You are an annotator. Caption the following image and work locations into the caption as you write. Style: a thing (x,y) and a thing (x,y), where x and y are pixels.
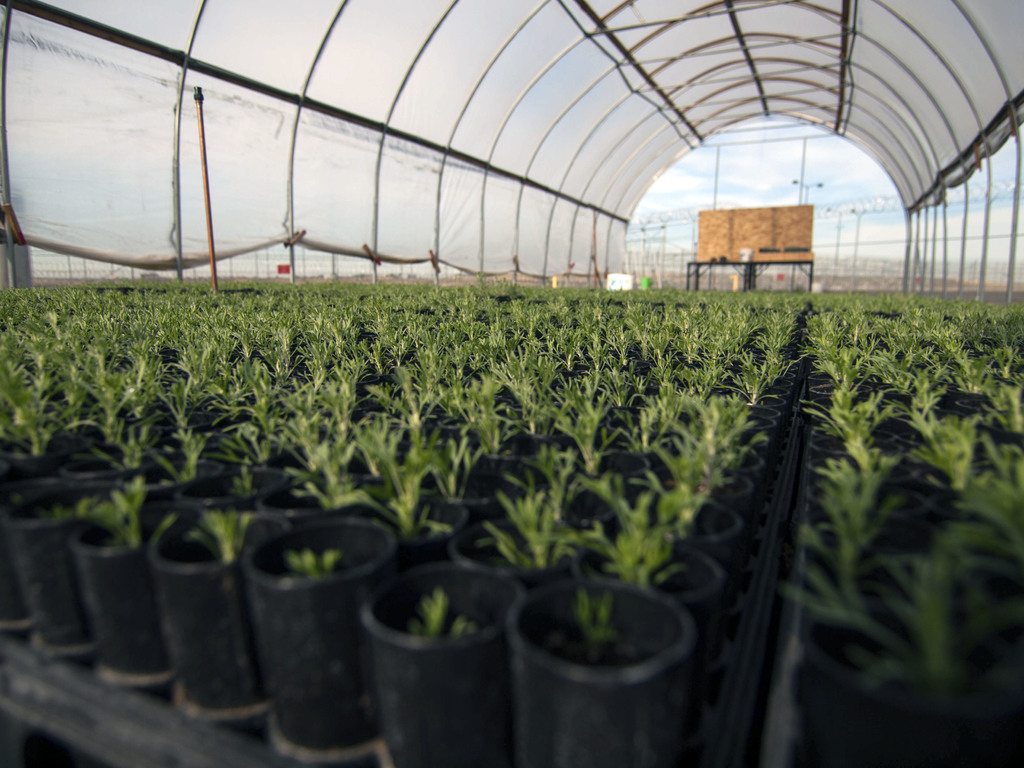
In the picture we can see a house plants (9,368) placed in the pots (764,452) which are black in color under the shed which is white in color and in the background (784,256) we can see some table (810,262) with a wooden plank (770,233) on it.
